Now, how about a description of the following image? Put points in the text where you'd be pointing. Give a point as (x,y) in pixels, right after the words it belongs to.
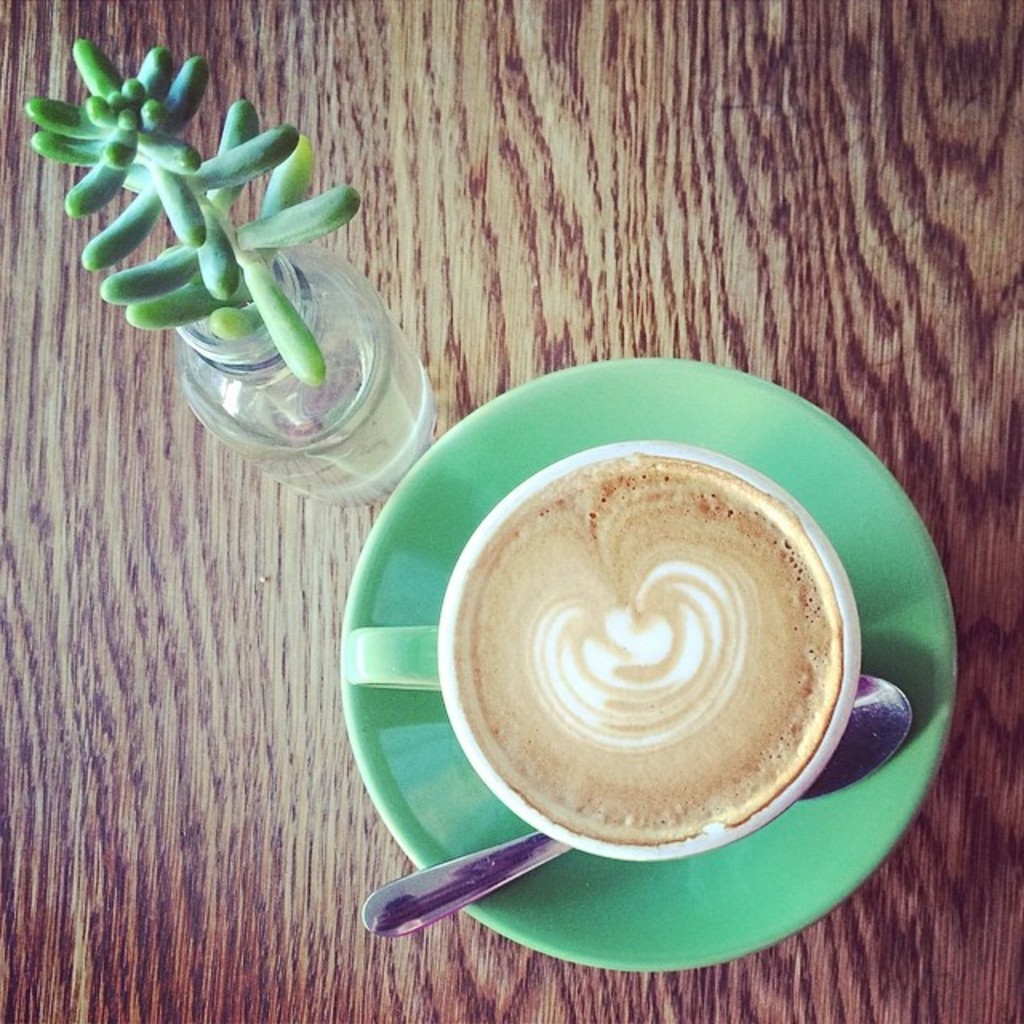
In this image we can see a coffee cup (602,599) on the saucer (475,835), spoon (494,860) and a plant (173,203) on the table (480,261).
